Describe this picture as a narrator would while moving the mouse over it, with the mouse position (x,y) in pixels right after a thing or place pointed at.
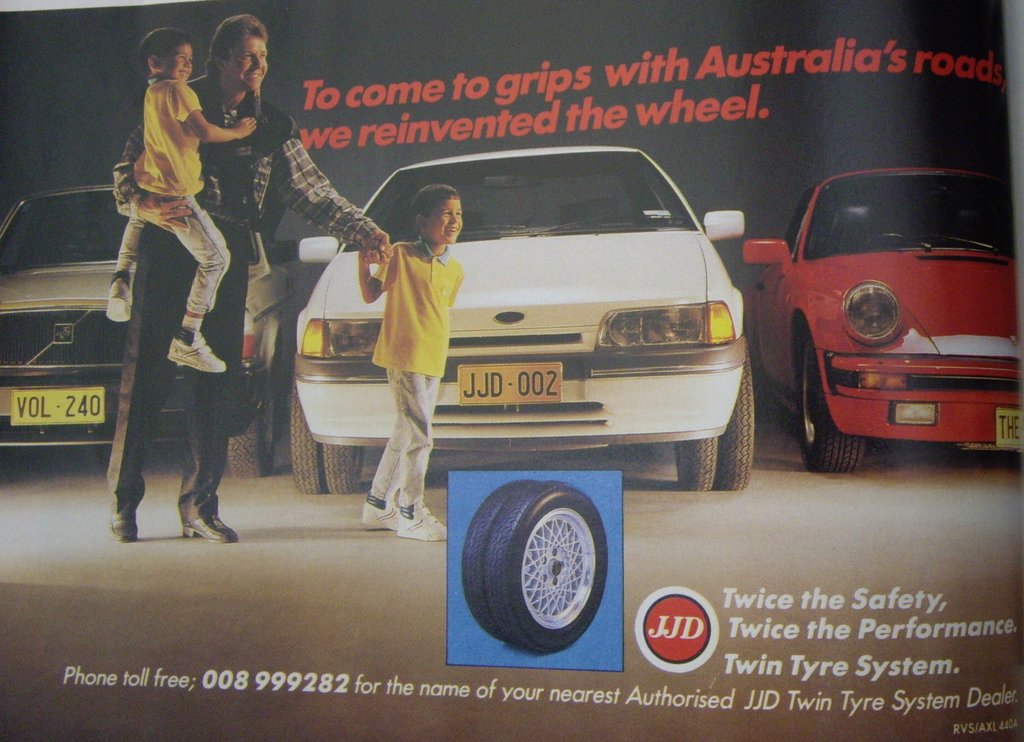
This picture seems to be an edited image. In the center (566,490) we can see the tires (491,589). On the left (213,182) there is a person (224,153) holding a kid (175,148) and walking on the ground (1013,502) and there is a kid (422,277) wearing a yellow color t-shirt (452,291), smiling and walking on the ground (402,542). In the background (883,185) we can see the group of cars (614,334) parked on the ground (995,459) and we can see the text (696,113) on the image.
